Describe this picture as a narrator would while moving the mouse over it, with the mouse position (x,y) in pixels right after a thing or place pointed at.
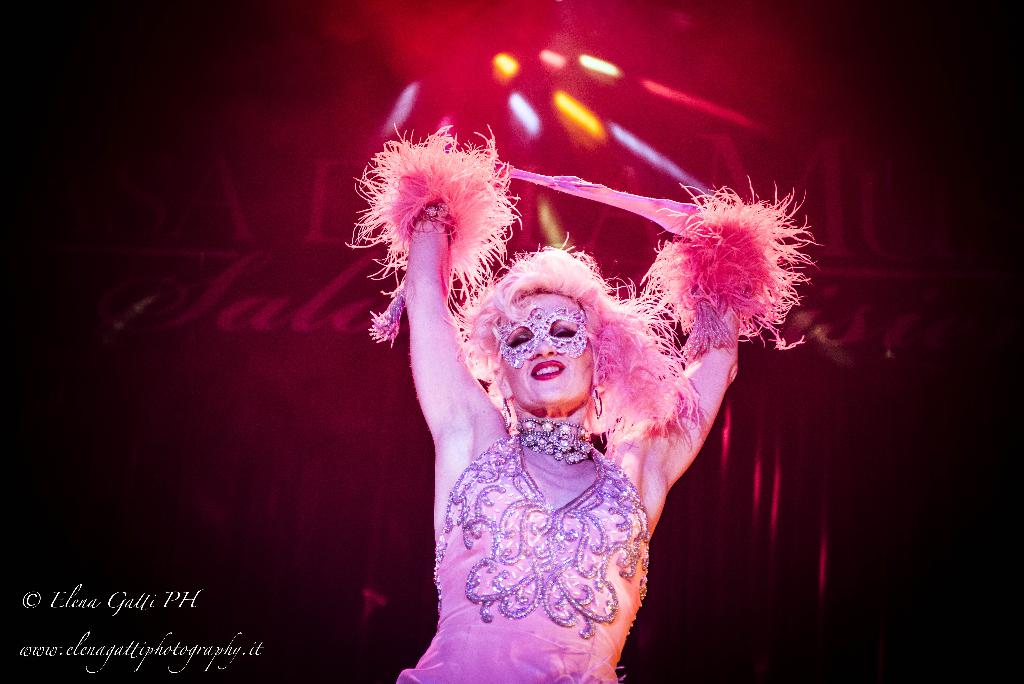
This image is taken indoors. In the background (231,321) there is a banner (325,316) with a text (336,319) on it and the background (895,208) is dark. At the top of the image (506,73) there are a few lights (506,73). In the middle of the image (551,339) a woman (487,509) is performing and she is holding pink feathers (477,230) in her hands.
